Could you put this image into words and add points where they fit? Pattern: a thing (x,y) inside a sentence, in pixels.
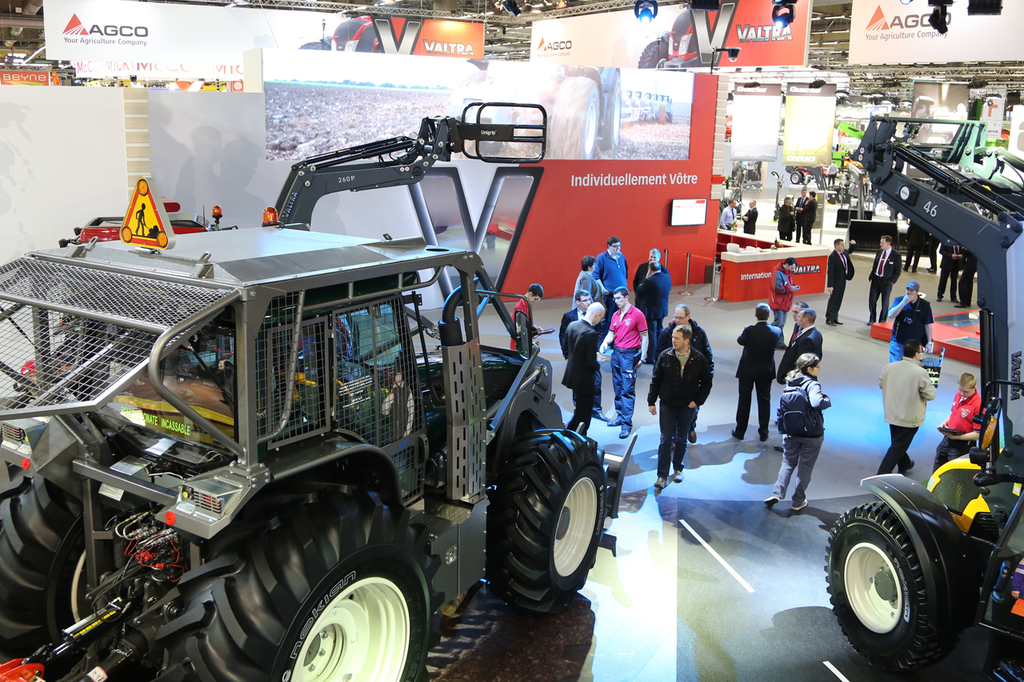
In this image I can see two vehicles (995,239) and persons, and a table (812,257) and a hoarding board (460,149) visible in the middle (505,310), on top images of tractors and text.
